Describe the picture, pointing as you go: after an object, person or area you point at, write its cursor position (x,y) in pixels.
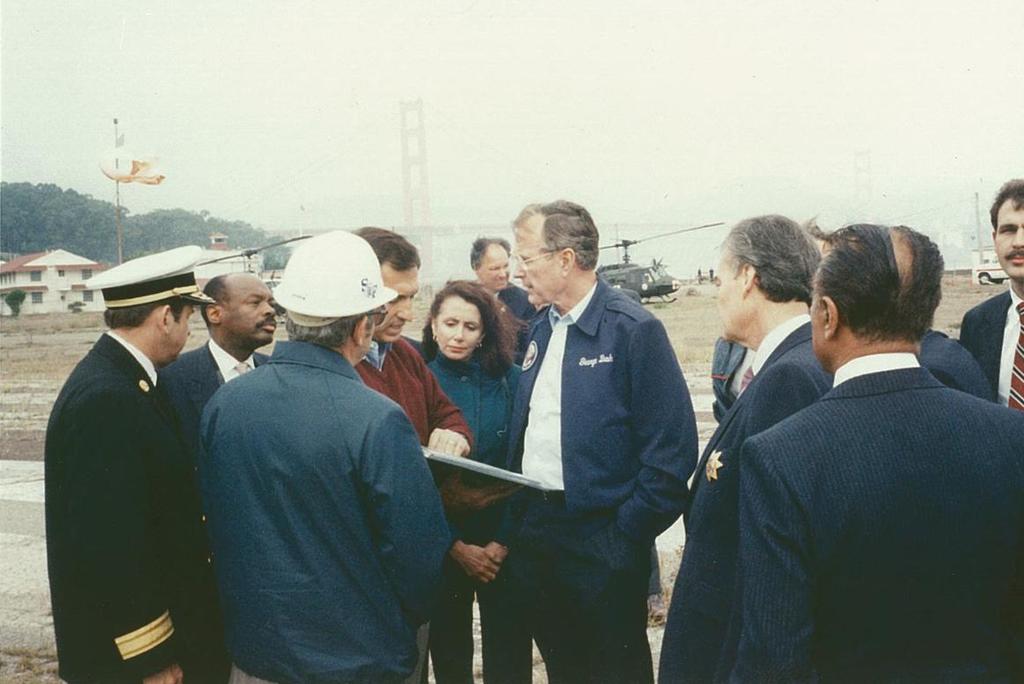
Here we can see group of people (697,498). In the background (56,218) we can see poles (117,215), helicopter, house (64,292), trees (107,241), and sky (675,151).
